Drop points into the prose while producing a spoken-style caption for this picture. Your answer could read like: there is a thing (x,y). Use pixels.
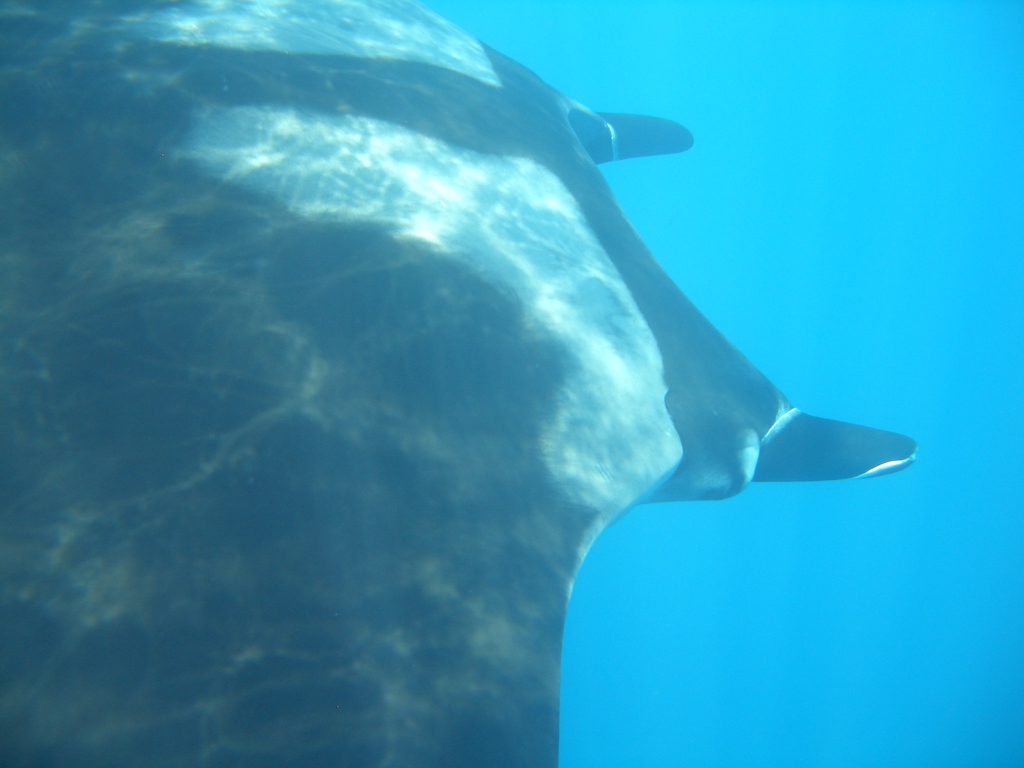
In this image I can see the picture of an aquatic animal (376,282) which is black in color. In the background (889,236) I can see the water (852,252).
